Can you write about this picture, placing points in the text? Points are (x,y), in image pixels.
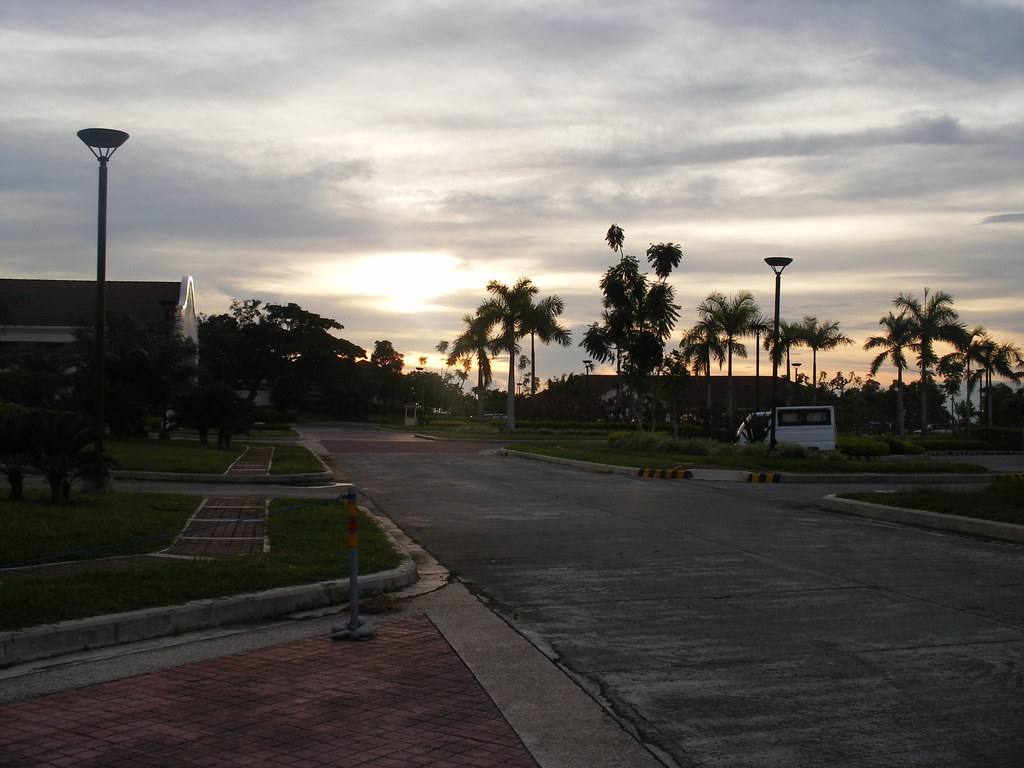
This image is clicked outside. There are trees (680,380) in the middle (621,387). There is a vehicle (818,428) in the middle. It is in white color. There is building (42,296) on the left side (1,298). There is sky (512,170) at the top (528,253).
